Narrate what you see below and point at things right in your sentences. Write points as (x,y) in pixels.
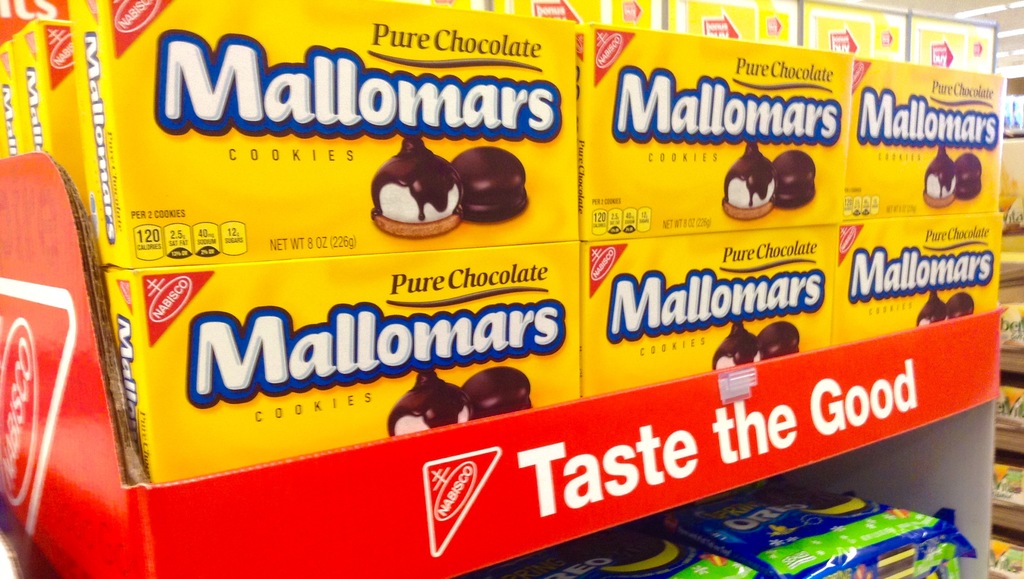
This picture shows chocolate cookies boxes (556,204) in a store (1013,236).
